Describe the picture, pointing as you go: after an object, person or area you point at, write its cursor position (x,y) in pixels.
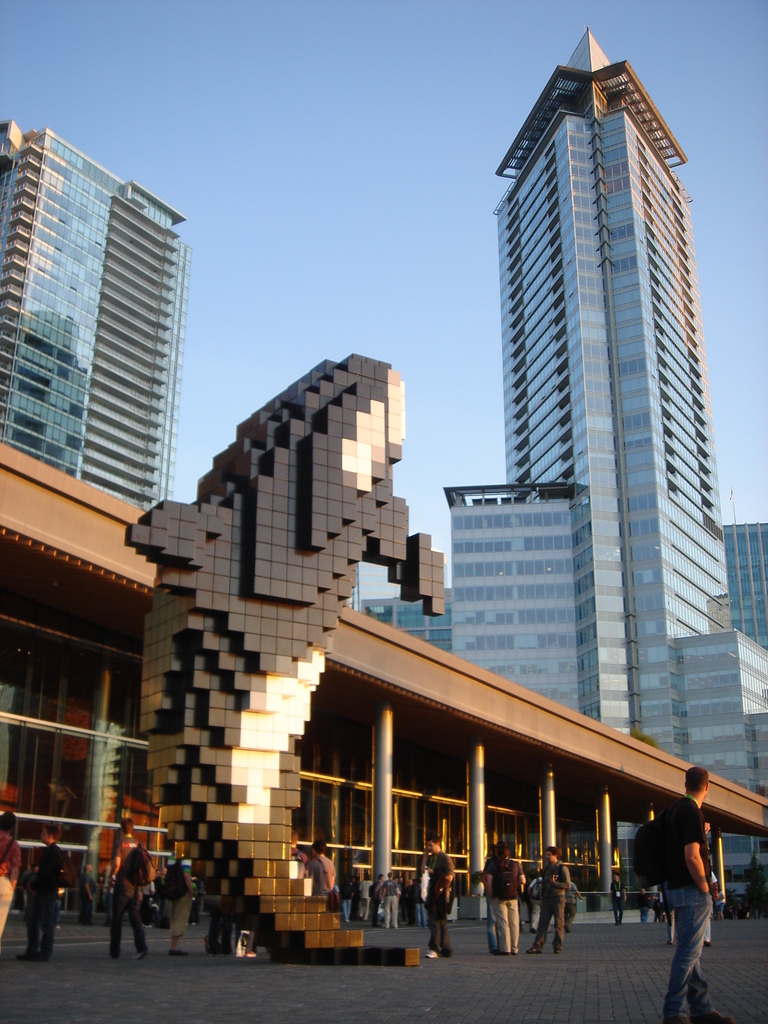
In this picture we can see group of persons (510,921) were standing near to the fish shaped structure (249,642). In the background (58,576) we can see skyscrapers (637,666) and buildings (640,619). At the top (388,34) there is a sky (381,53). In the bottom right corner (692,804) there is a man (694,899) who is wearing t-shirt (693,881), jeans (690,917), shoe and bag (665,839).
